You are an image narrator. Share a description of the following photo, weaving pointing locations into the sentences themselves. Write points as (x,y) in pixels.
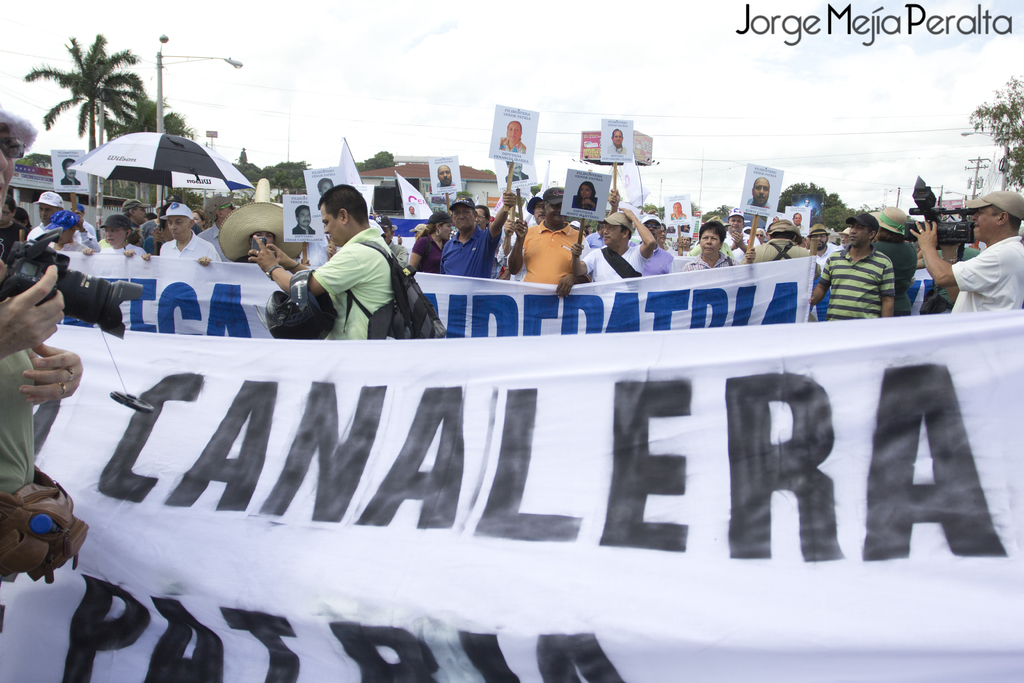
There are people (433,256) standing and holding the banners (631,498) and posters (570,203) in the middle of this image (573,293). We can see trees (189,199) and buildings (421,181) in the background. The sky (348,94) is at the top of this image (827,57).
